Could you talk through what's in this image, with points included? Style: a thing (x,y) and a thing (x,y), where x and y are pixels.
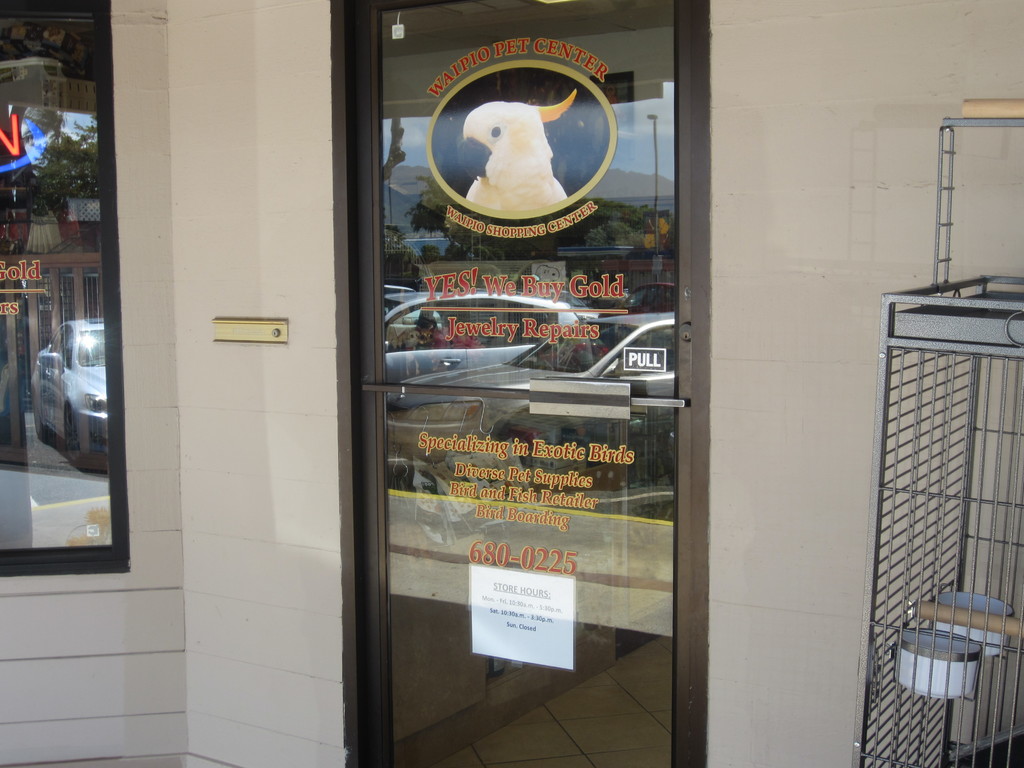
Here I can see a wall (206,470) in white color. There is a door (460,487) and window (68,303) on which I can see some text (531,488) and a white color paper (514,626) is attached to the door (610,568). On the right side (969,522) I can see a metal stand (935,568).
